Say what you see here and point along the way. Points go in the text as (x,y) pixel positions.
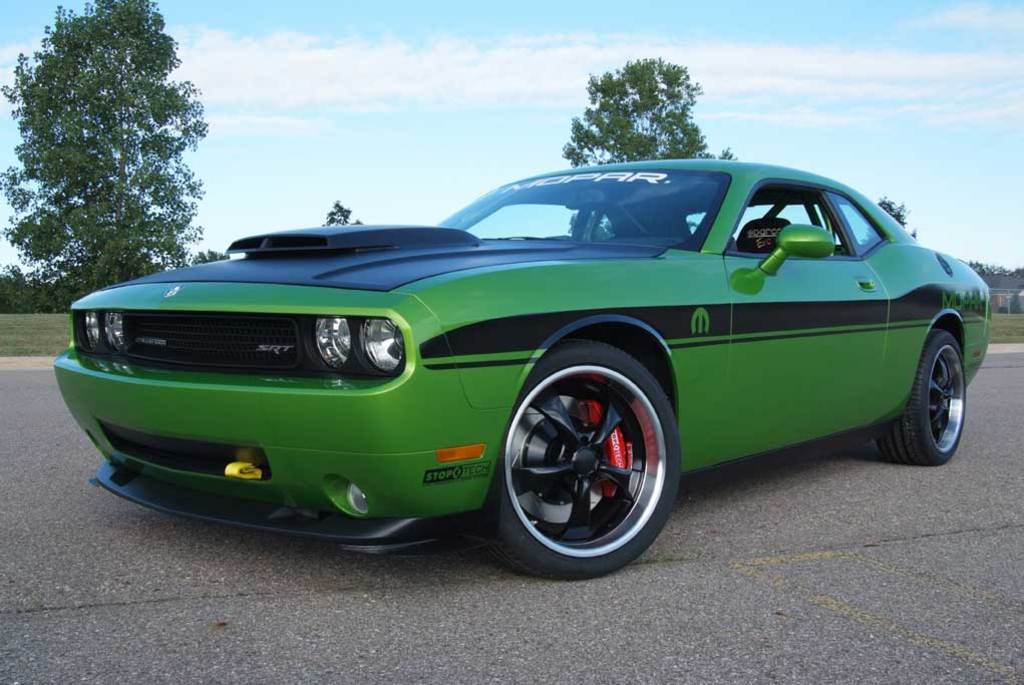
In this image we can see a car (98,319) on the road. There is a grassy land (35,325) in the image. There are clouds (349,78) in the sky (387,71). There are many trees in the image.
